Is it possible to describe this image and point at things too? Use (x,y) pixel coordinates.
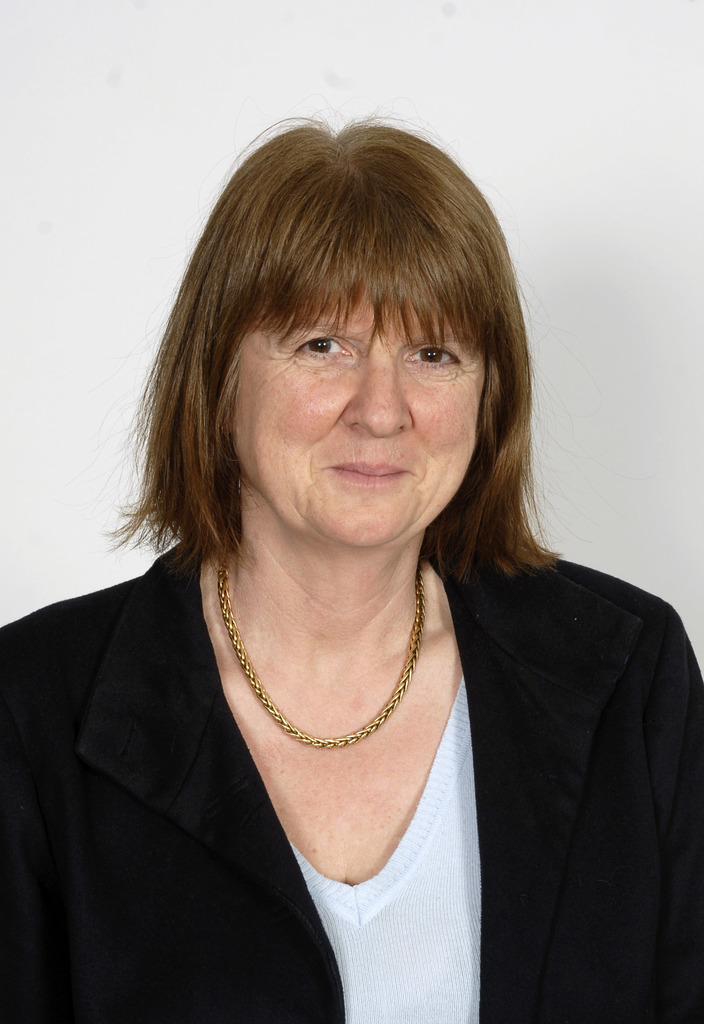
In this image we can see a women (197,282) with brown hair (197,282) wearing black coat (107,714) and white t shirt (456,906).
